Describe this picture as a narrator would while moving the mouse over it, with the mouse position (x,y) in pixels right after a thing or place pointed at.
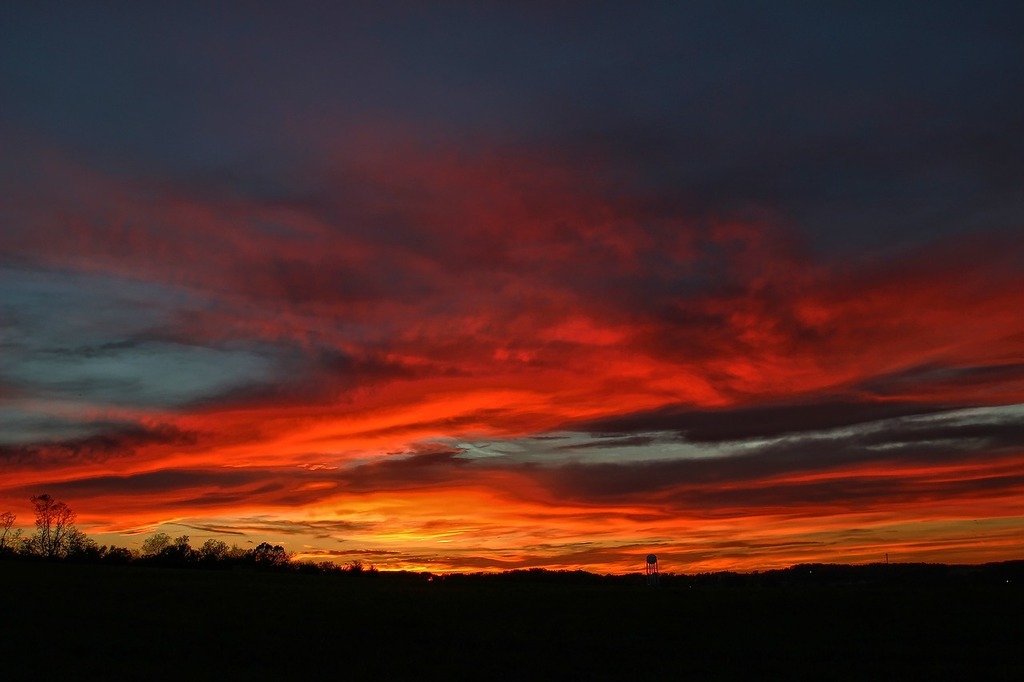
In this picture we can see trees (238,563) and in the background (948,328) we can see the sky (836,476) with clouds (645,389).
